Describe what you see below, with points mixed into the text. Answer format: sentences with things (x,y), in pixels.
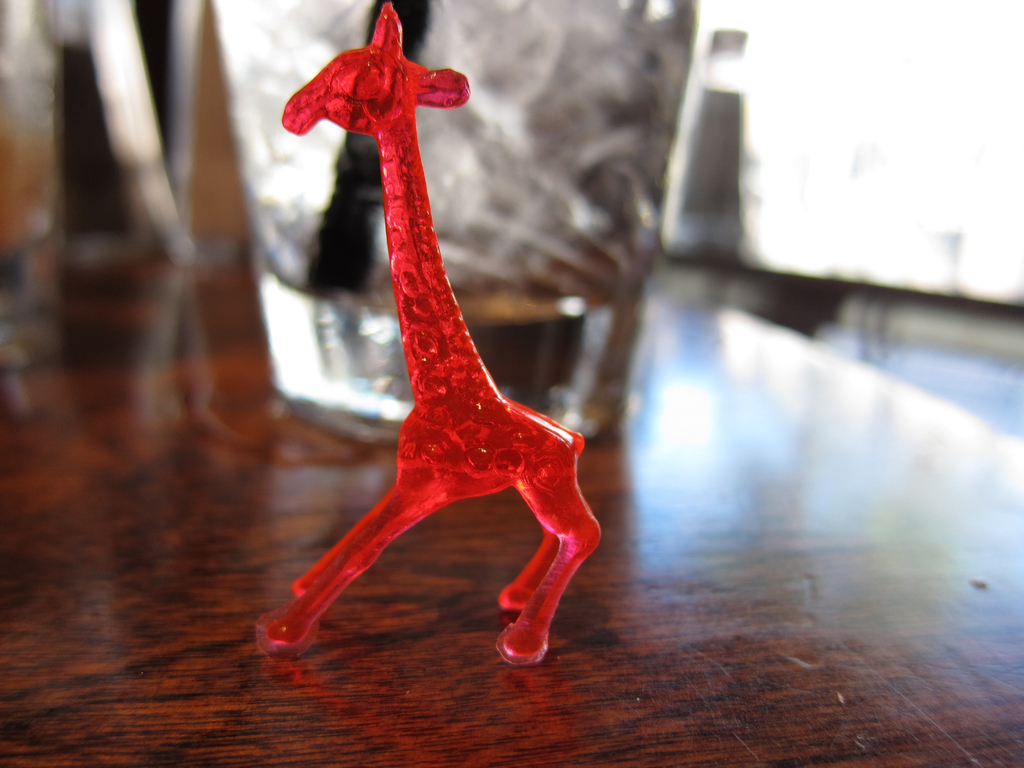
In this picture we can see table (725,444), on it we can see the glass (503,219) along with red color toy (309,574).
